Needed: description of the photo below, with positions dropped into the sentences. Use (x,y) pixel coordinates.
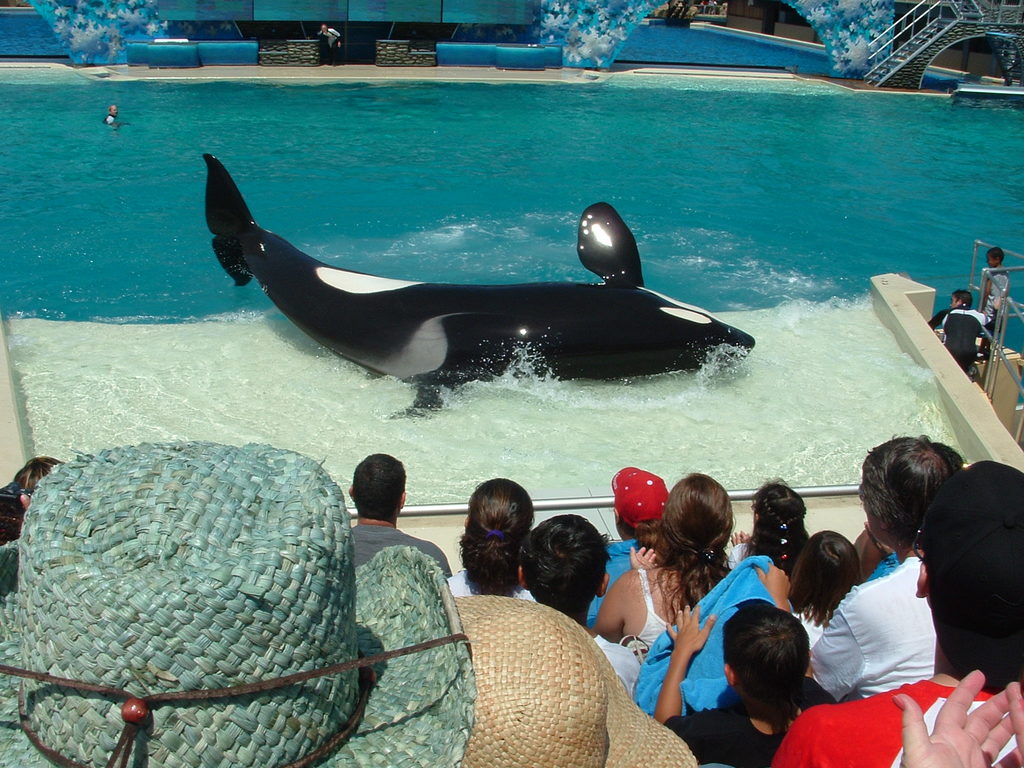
In the image I can see few people (690,718) and the aquatic animal (456,336) in black and white color. I can see the water (1019,299), poles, few stairs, few objects (827,26) in blue and white color.
